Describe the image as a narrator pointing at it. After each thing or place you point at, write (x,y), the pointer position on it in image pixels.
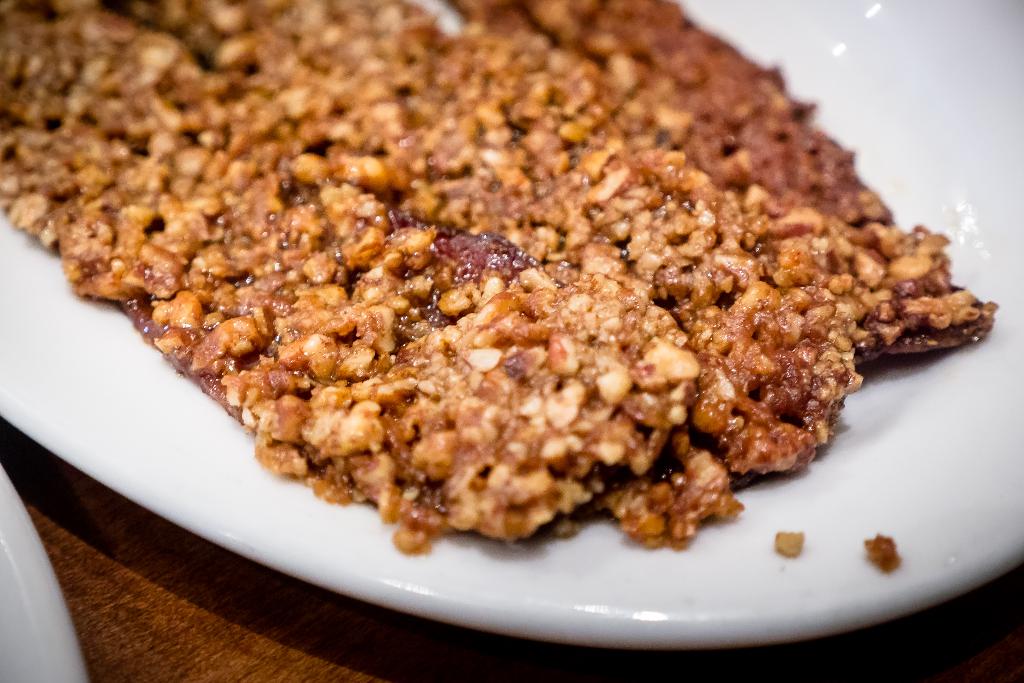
In the image I can see a plate (31,434) in which there is some food item (474,223).
